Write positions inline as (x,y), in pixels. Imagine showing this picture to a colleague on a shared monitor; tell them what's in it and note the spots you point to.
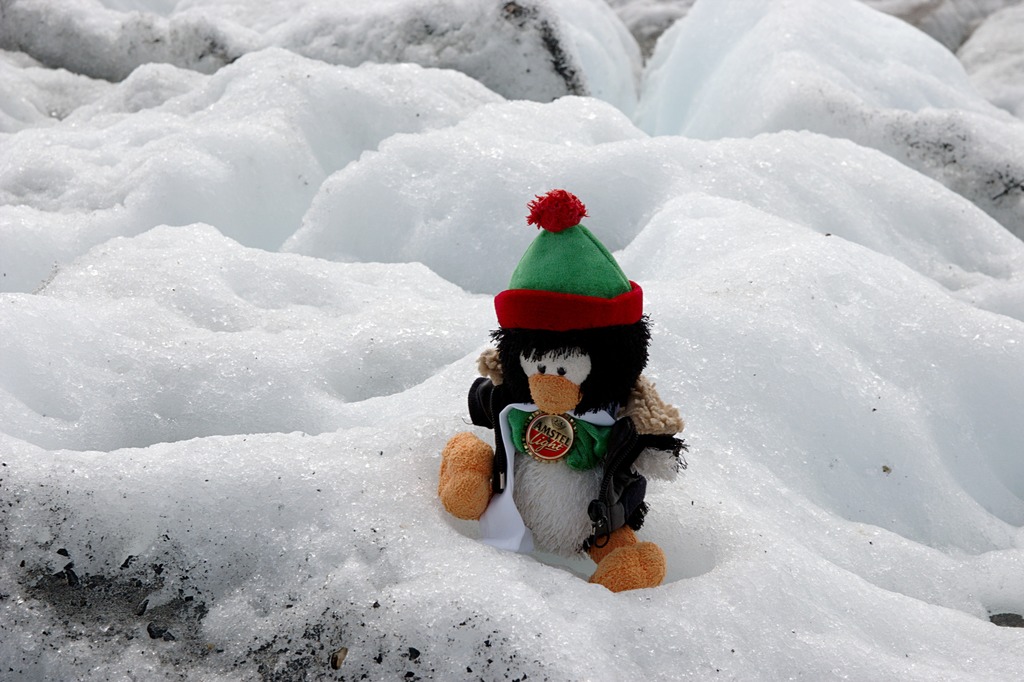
In this picture we can see a penguin doll (573,438) in the front (562,358), at the bottom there is snow (345,110).
